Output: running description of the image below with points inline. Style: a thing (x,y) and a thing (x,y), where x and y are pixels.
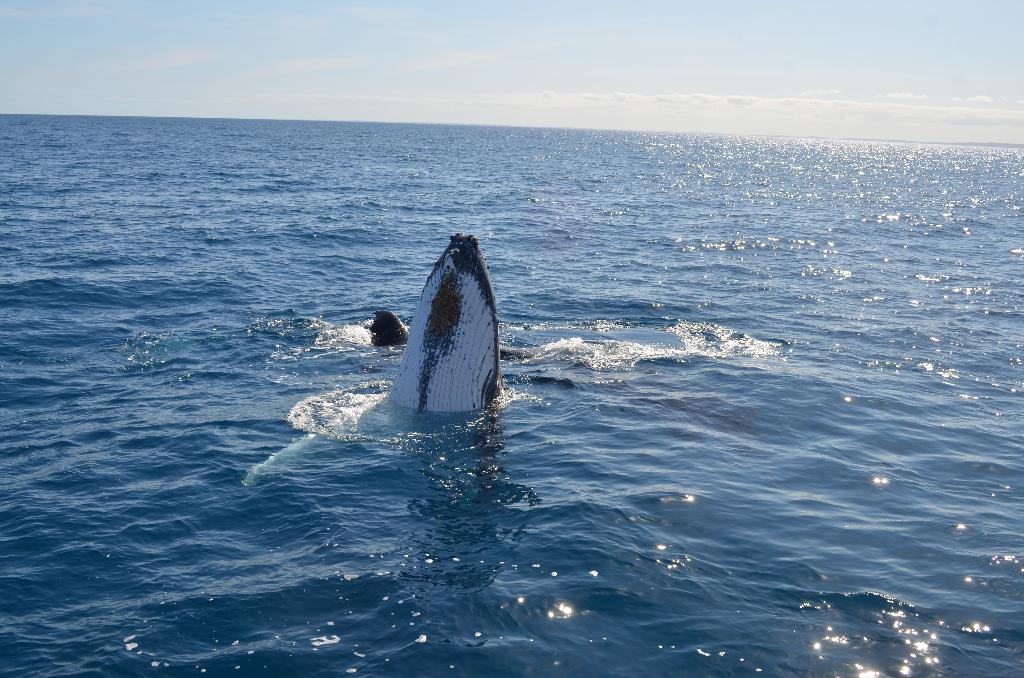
In this I can see the ocean (273,171), at the top (235,95) I can see the sky (941,96) and in the ocean (369,270) I can see an animal (404,332).
